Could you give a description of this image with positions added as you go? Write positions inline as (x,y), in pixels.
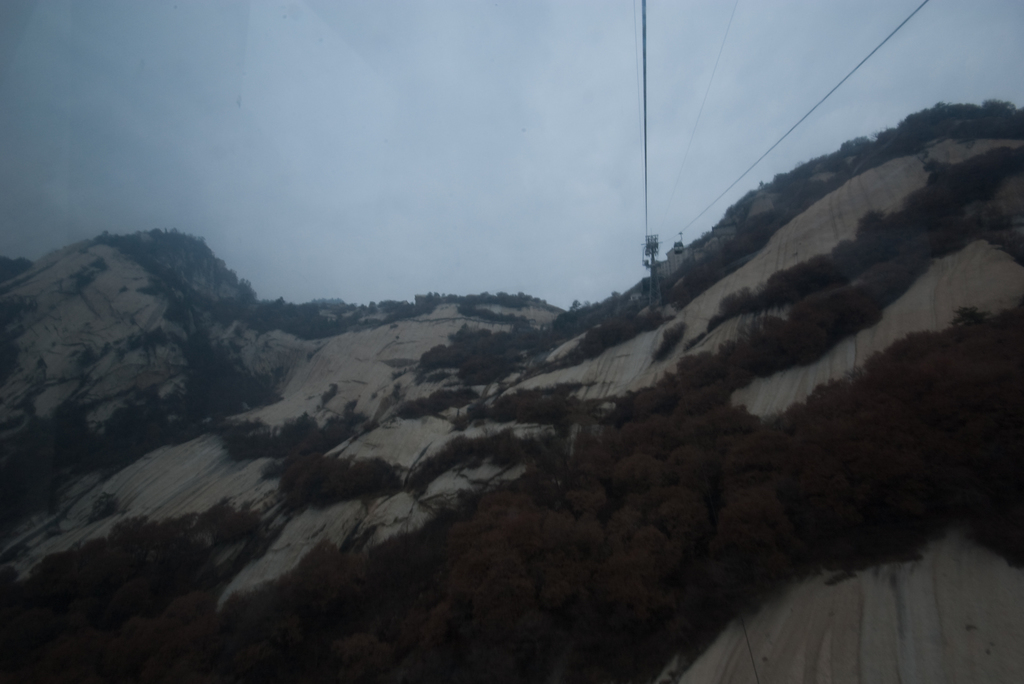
In this picture we can see trees (190,562), hill (376,451), ropes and ski lift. In the background of the image (387,149) we can see the sky (366,234).
